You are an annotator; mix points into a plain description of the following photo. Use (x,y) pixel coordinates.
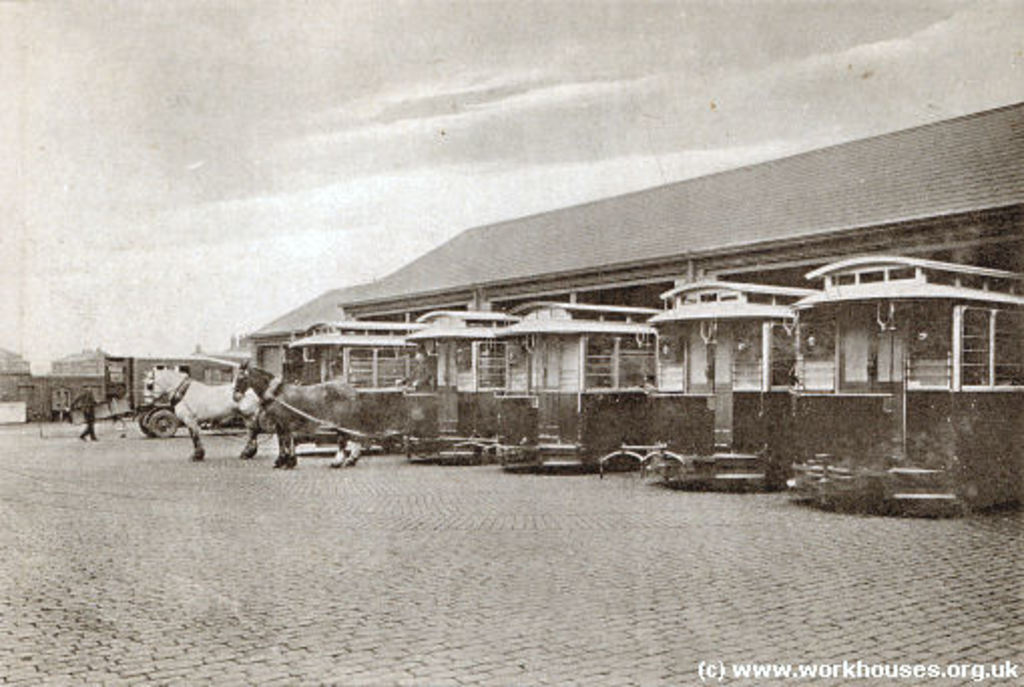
This is a black and white image. In the center (633,379) we can see the horse cars (378,395) and the horses (232,412) and some vehicles (156,366). On the left (89,405) there is a person (90,424) walking on the ground (458,511). In the background (562,108) we can see the sky (544,196) and the buildings (1006,204). At the bottom right corner (738,669) there is a text (791,669) on the image.
